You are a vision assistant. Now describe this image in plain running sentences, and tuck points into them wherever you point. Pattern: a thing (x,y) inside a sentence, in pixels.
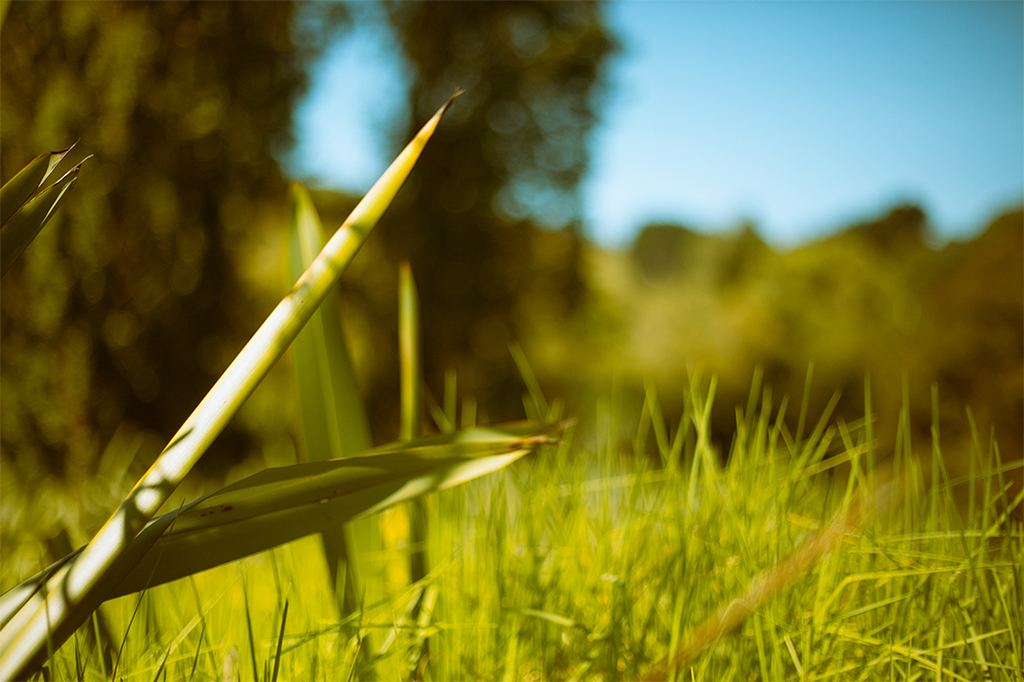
Here we can see green grass (571,443). In the background (581,169) it is green and blur and we can see sky (811,92).
